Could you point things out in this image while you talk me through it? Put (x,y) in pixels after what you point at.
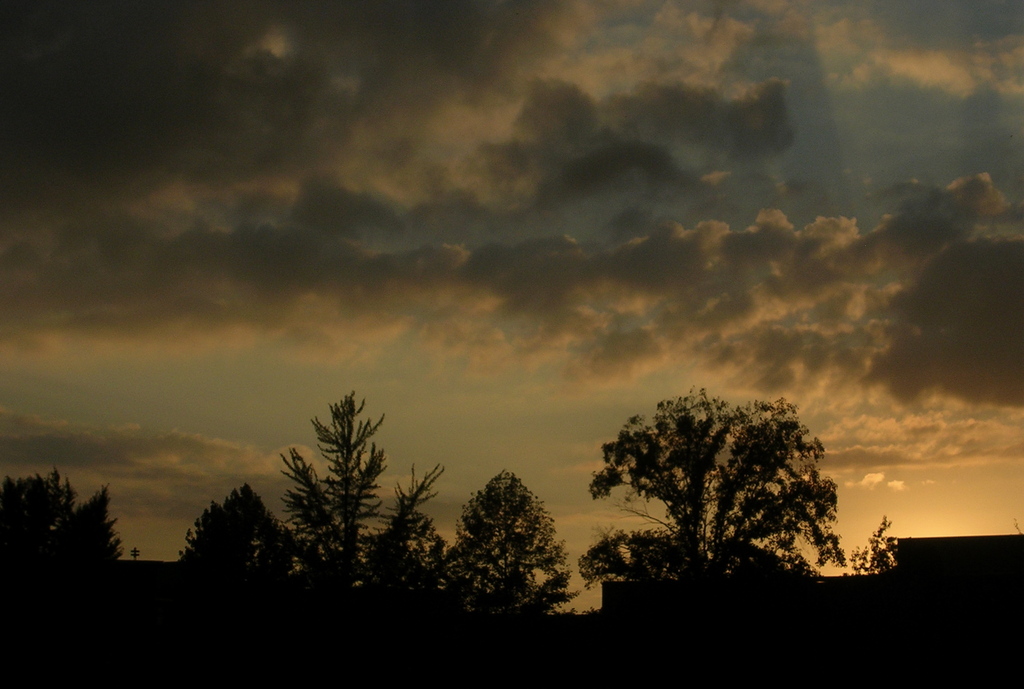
In this image I see the trees (679,401) and the sky (856,415) which is cloudy and I see it is dark over here.
